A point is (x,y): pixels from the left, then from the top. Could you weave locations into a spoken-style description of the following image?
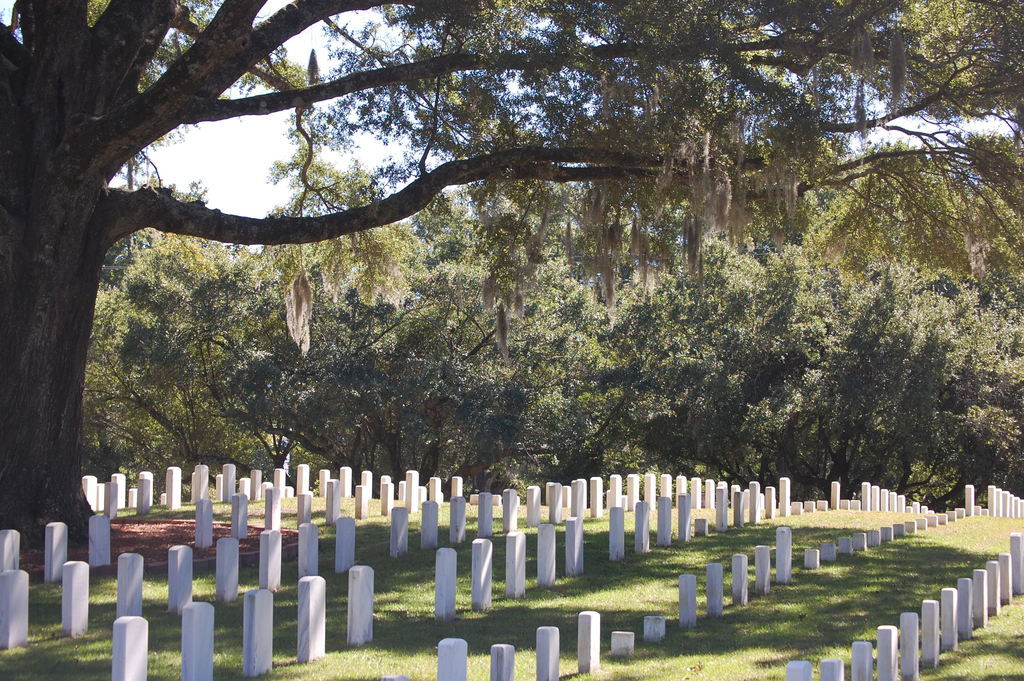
In this image there are many trees (574,321), some grass (603,579) is there on the surface (587,576). Many stones (346,565) are there, At the top (238,152) there is the sky (262,157).
